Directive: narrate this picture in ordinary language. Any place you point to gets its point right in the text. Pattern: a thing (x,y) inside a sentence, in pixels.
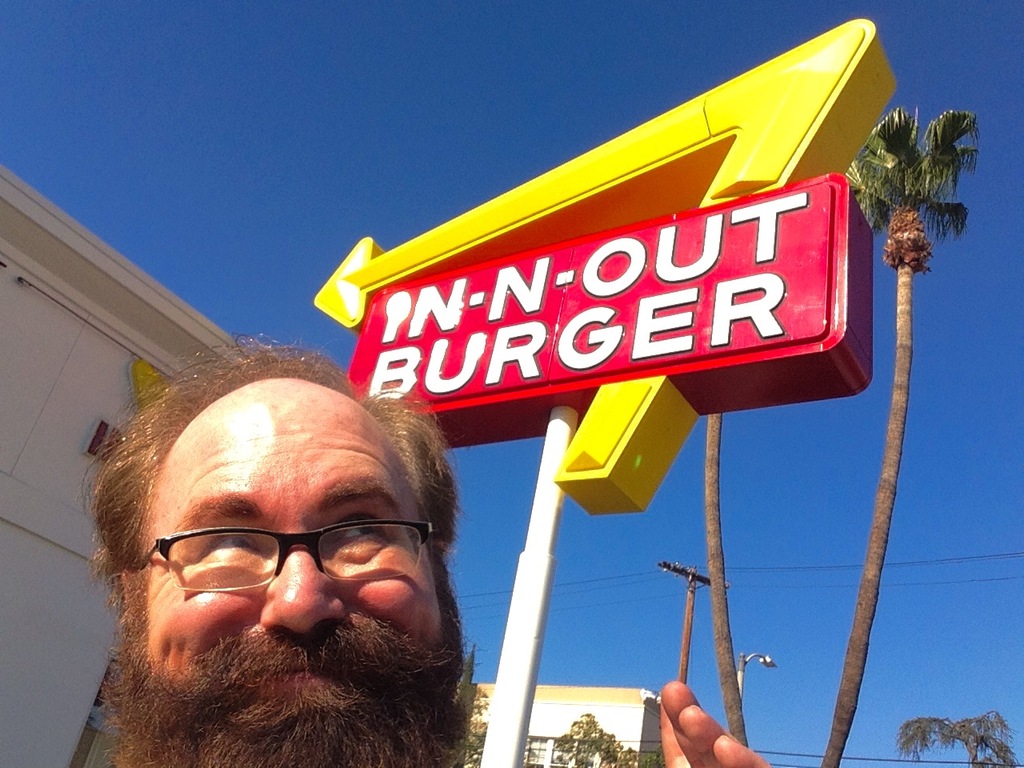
In this picture there is a man (406,605) on the left side of the image (215,449) and there is sign pole (517,643) in the center of the image (493,344), there are trees (909,202) on the right side of the image (881,135), there are buildings (118,339) on the left side of the image (23,593).
